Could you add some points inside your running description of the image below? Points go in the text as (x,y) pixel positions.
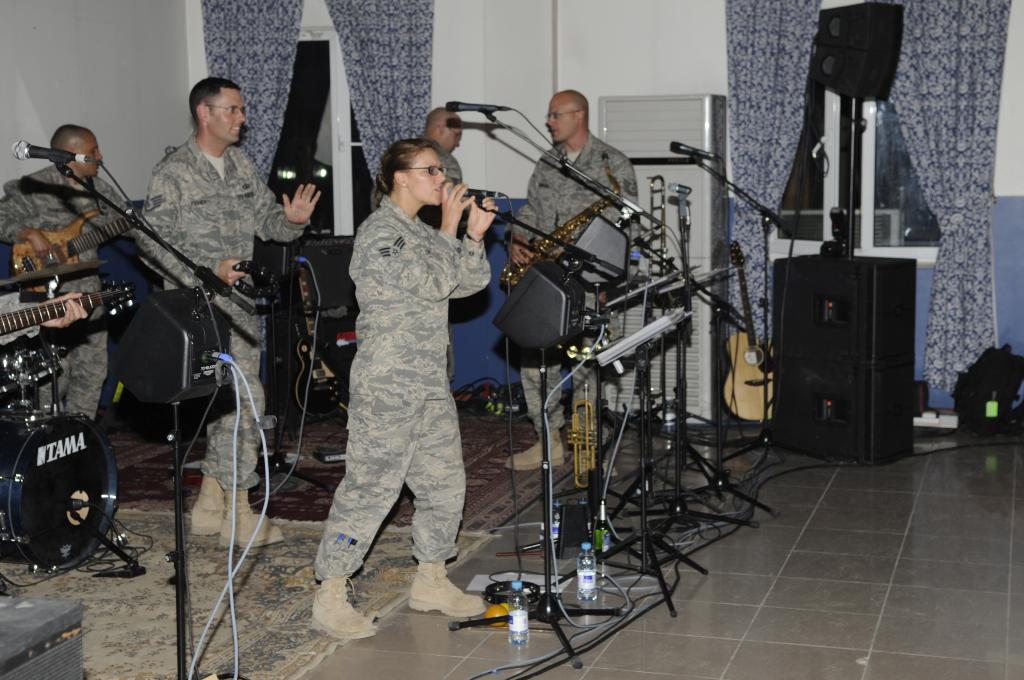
In this picture we can see a group of people (367,241) in the army dresses (385,311). Some people (274,220) holding the musical instruments (84,225) and a woman (409,234) is holding a microphone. In front of the people (297,220) there are stands (625,204), some musical instruments (17,438), bottles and some objects (556,575). Behind the people (410,184) there are windows (315,95), curtains (731,29) and a wall (564,37).
